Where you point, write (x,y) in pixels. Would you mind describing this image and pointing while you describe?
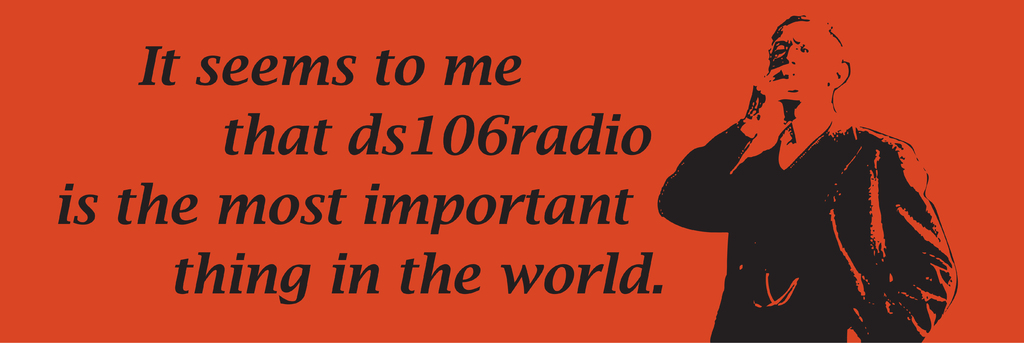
In this picture, there is some text (363,214) towards the left (337,219). Towards the right (730,240), there is a picture (739,202) of a man (736,189).
